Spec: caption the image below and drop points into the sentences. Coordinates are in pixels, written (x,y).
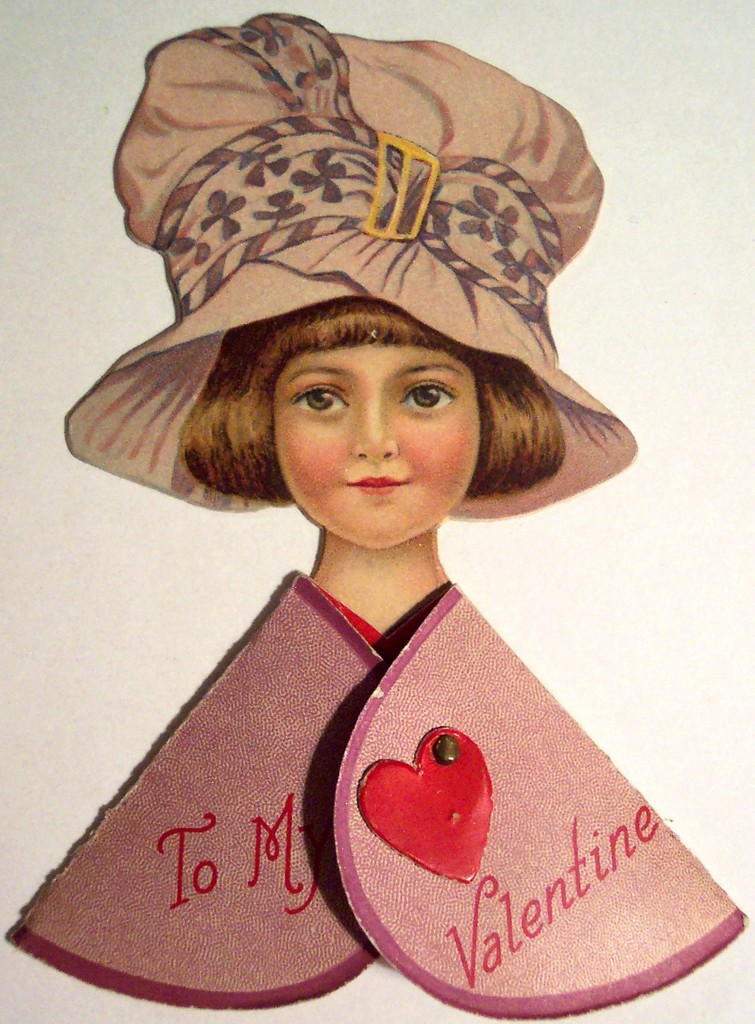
In this image we can see the depiction of a person (358,443) wearing the cap (403,107). We can also see the cardboard pieces (355,729) with text (480,889) and also the heart symbol (468,839).
